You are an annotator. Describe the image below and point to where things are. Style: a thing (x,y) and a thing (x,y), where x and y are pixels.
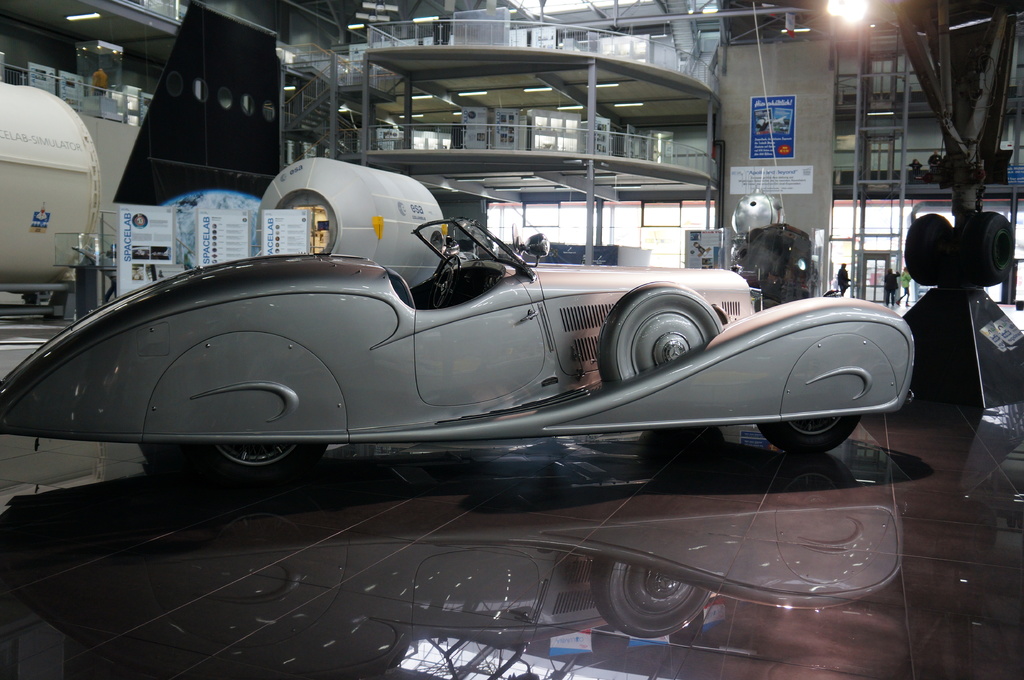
In this image there is a vehicle (389,428) in the middle (566,395). In the background (364,129) there is a two storey building (517,91). On the left side (20,219) there are machines (55,134). In between the machines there are banners (164,249). At the top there is the light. There are boards (548,131) on the floors (512,56). In the middle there is an object (772,258). On the right side (926,234) there are wheels (976,226). Beside the wheels (938,252) it looks like a ladder (887,184). This image is taken inside the hall (691,496).
